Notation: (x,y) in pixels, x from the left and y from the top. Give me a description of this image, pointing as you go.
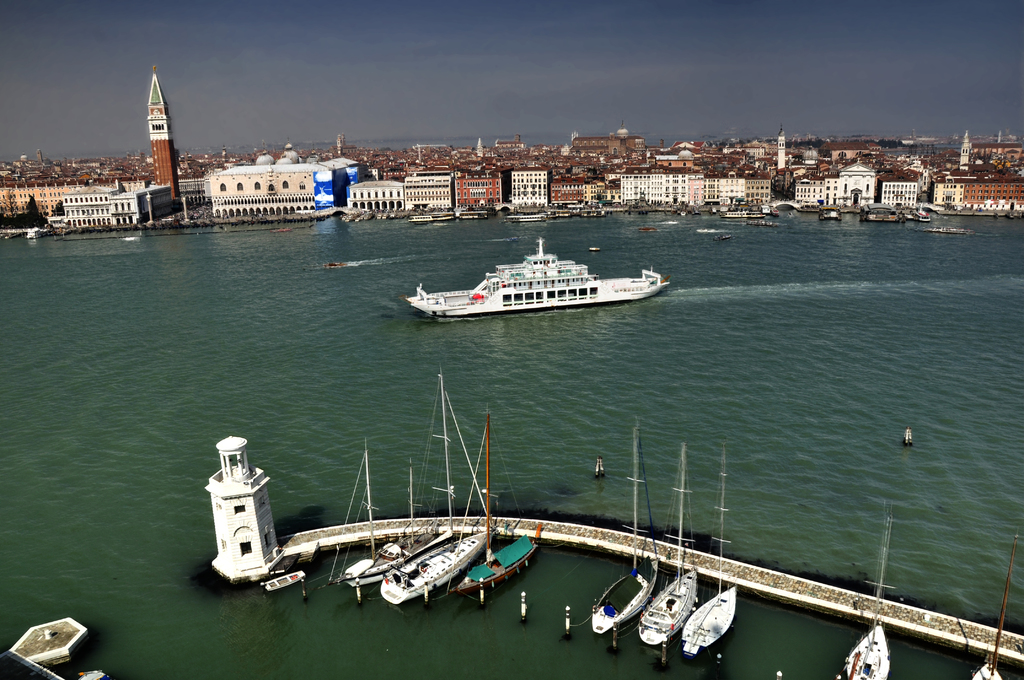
In this image there is a ship (549,268) sailing on water (739,332). Beside bridge (772,577) there are few boats (437,559) in water (578,600). Bridge (301,535) is connected to a tower (252,513) which is in water (155,577). There are few boats (764,224) sailing on water (569,231). There are few buildings (333,150) on the land (585,153). Top of the image (596,81) there is sky (408,81).
